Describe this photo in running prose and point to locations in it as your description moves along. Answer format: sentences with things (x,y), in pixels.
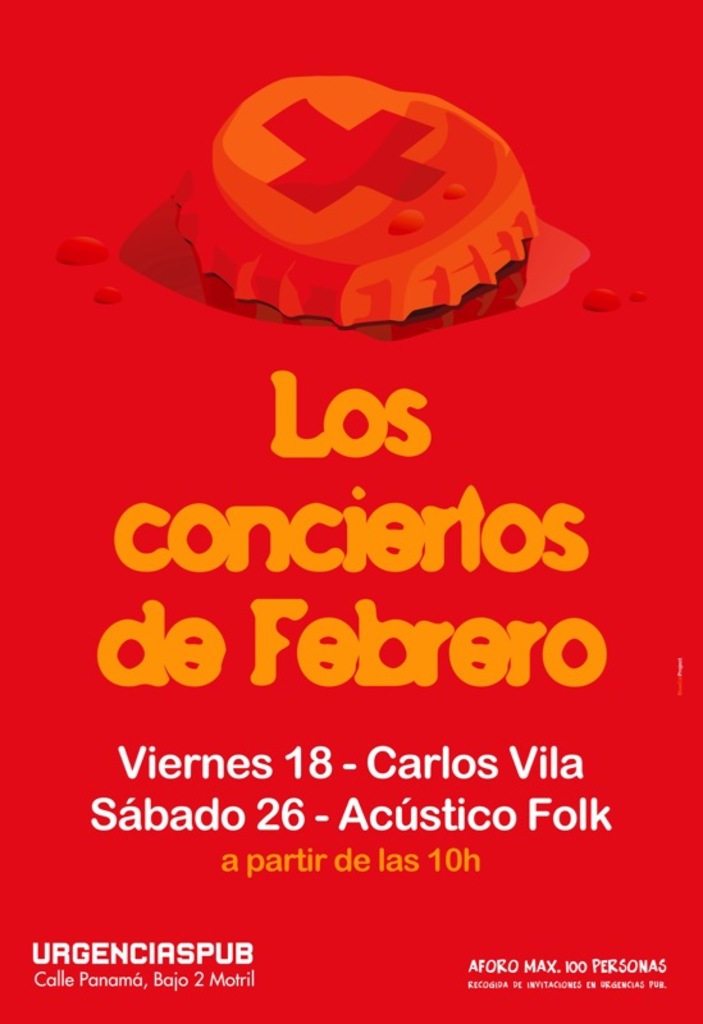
This image consists of a poster (349,465) with a text (354,566) on it.
